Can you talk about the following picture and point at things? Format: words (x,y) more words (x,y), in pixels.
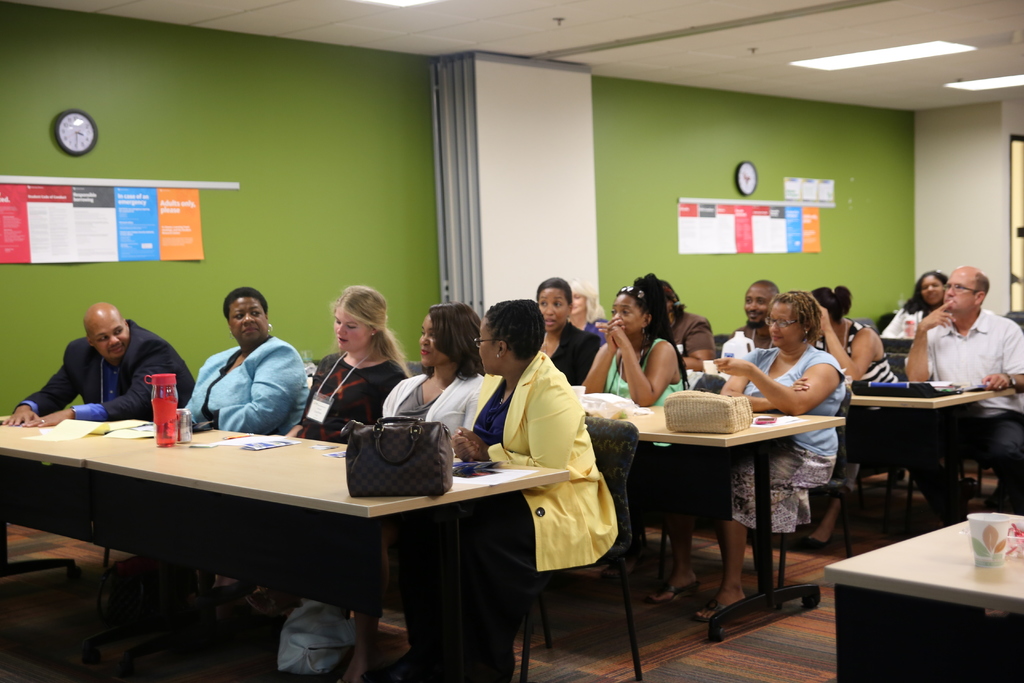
Here is a room (681,297) full of people (802,379) sitting on chairs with tables (277,470) in front of them and there are handbags (378,460) placed on the table (697,455) and bottles (161,416) placed on the table (190,457) there are a couple of watches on the wall (721,167).
